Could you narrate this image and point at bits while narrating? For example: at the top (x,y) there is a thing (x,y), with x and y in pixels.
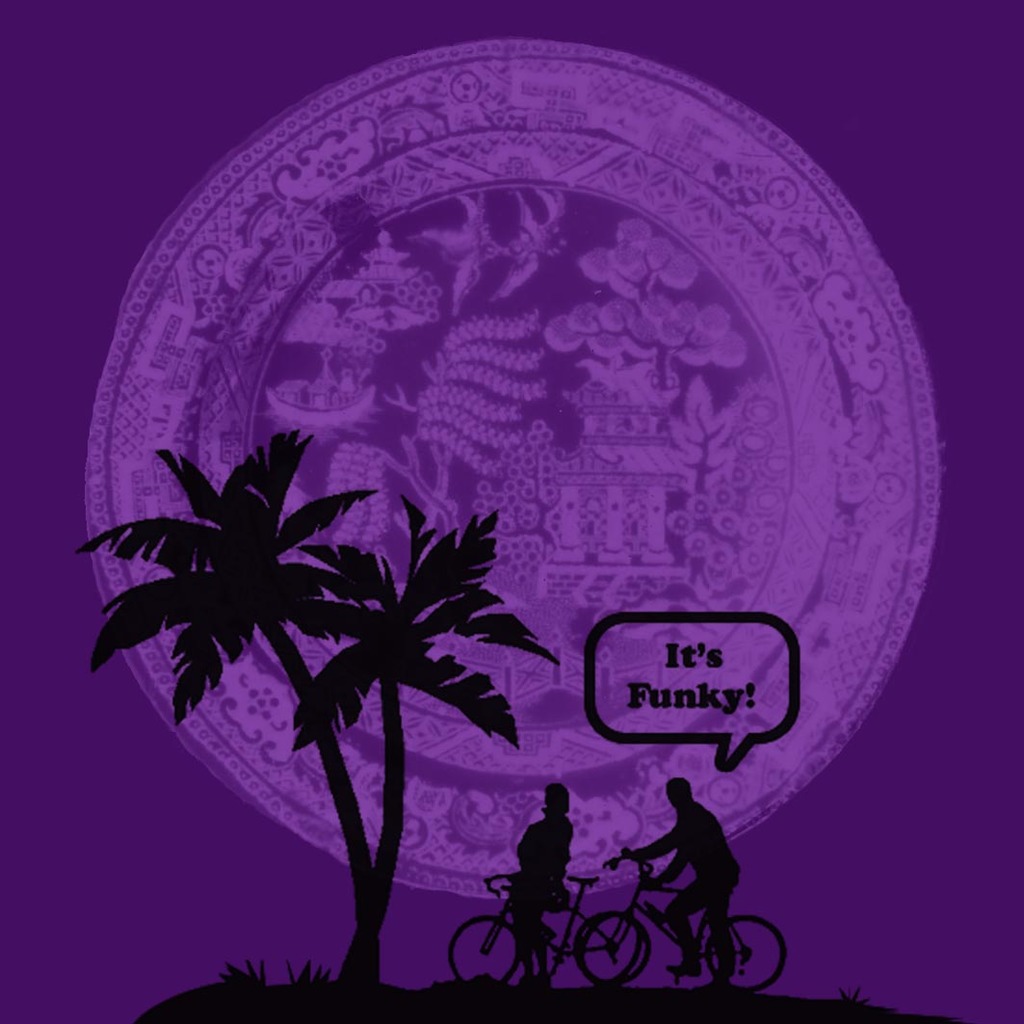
In the image there is a poster (588,959). At the bottom of the image (538,896) there are two persons (540,876) and also there are bicycles (490,933). And there are trees (312,599). And also there is a comment box (668,652) with some text (690,696) in it. In the background (516,693) there is some design (781,413).
